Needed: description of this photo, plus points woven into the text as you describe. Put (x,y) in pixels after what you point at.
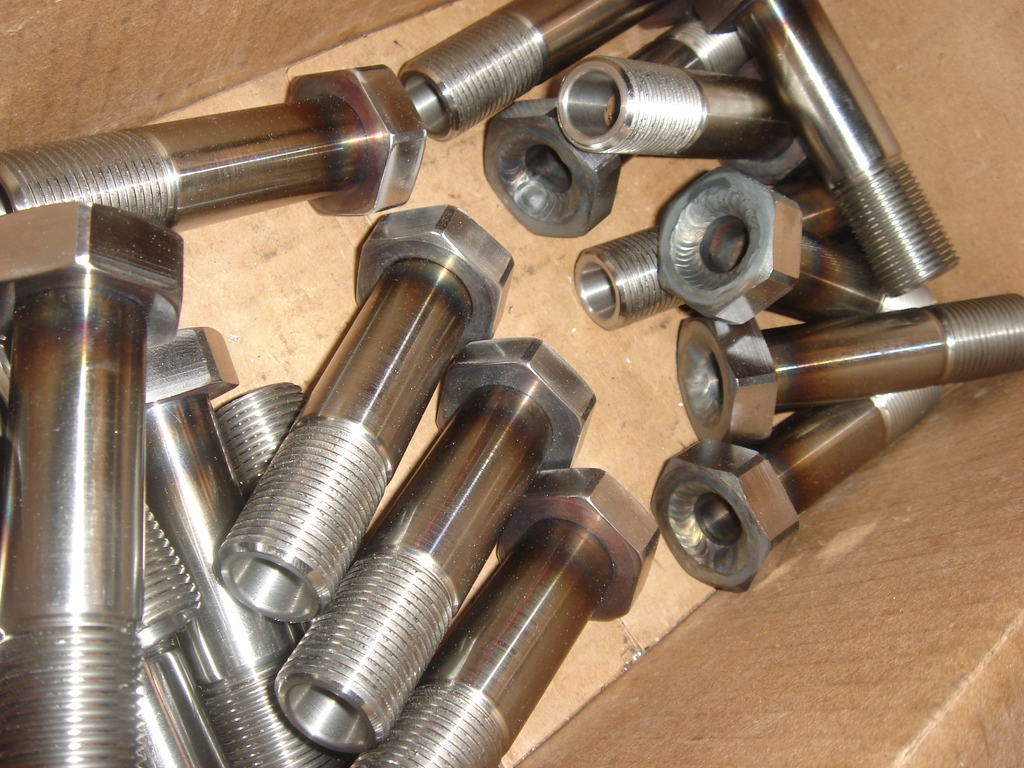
In this image, we can see bolts (483,283) in a box (666,393).
